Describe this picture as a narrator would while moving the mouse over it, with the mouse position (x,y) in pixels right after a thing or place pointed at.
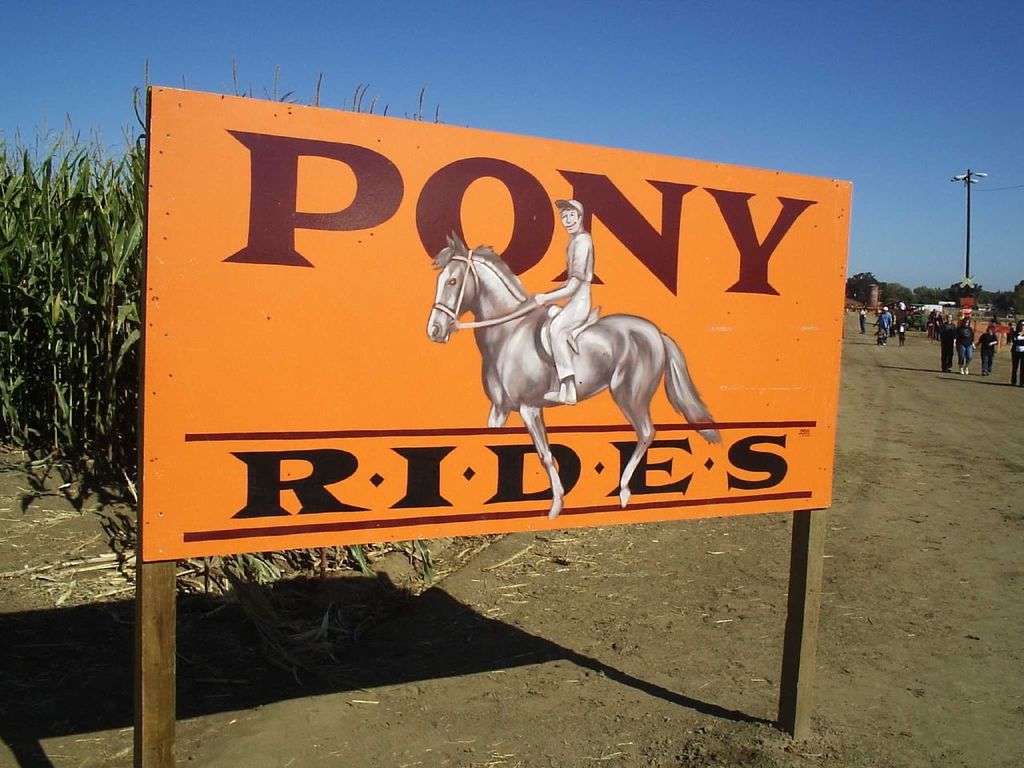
In the center of the image (407,413) there is a board (351,403) with some text (524,263) and a depictions of a person (565,340) and horse (640,382) on it. In the background of the image (125,262) there are crops (88,174). To the right side of the image (963,360) there are people (950,367) walking. There is light pole (968,264). At the top of the image (706,62) there is sky (706,62). At the bottom of the image (629,745) there is sand (723,740).
